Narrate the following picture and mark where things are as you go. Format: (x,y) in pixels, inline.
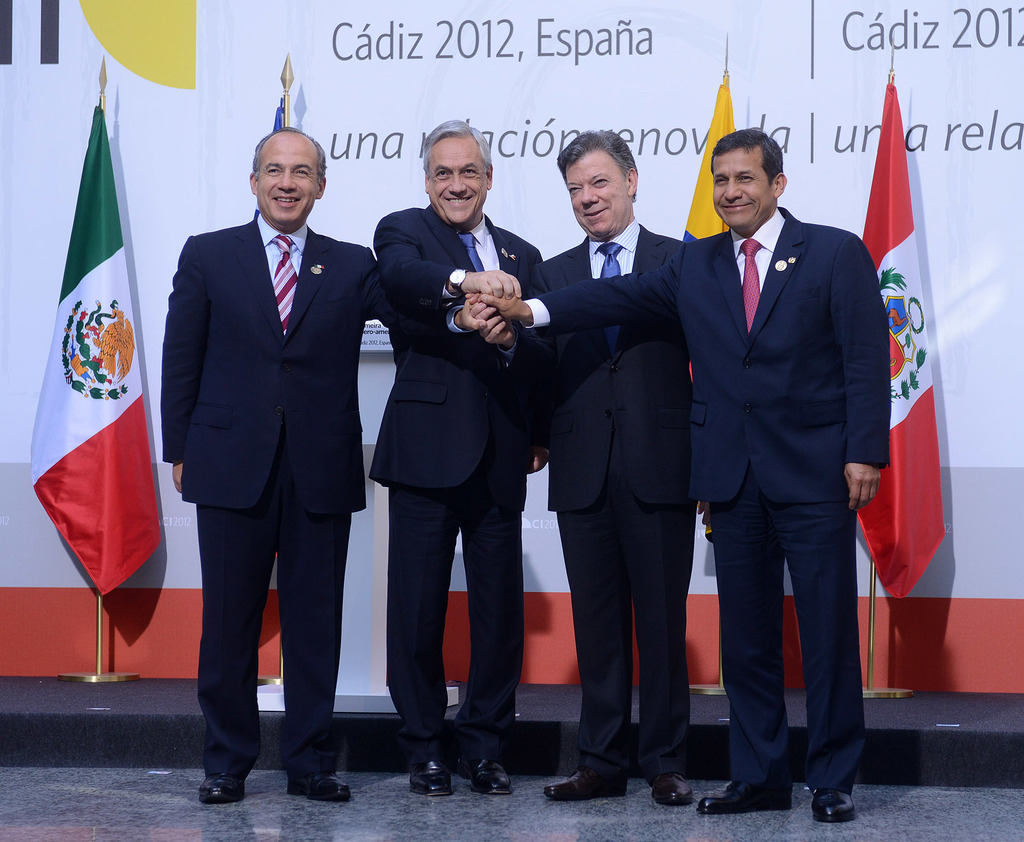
In this image there are four men (304,355) standing. They are wearing suits (699,410). They all are smiling. Behind them there is a podium (389,388). In the background (424,38) there is a banner (420,22). There is text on the banner (764,60). In front of the banner (858,69) there are flags (895,200).
